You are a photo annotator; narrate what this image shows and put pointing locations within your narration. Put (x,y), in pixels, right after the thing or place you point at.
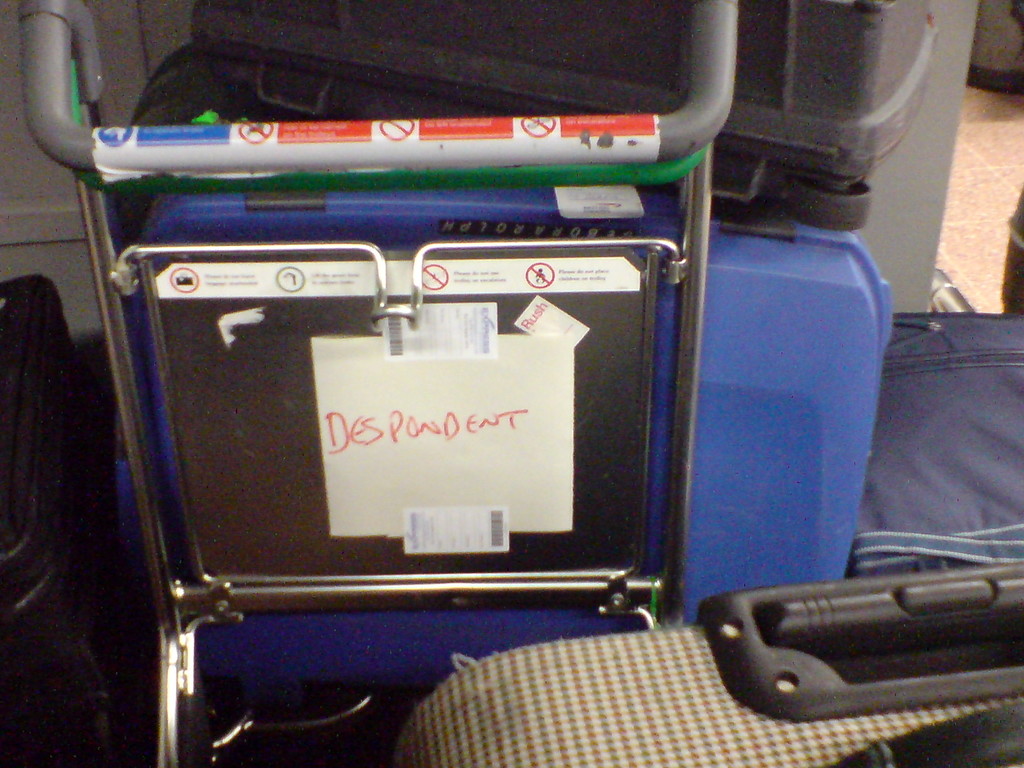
This is a cart (533,291). On this cart (530,258) there are some luggage (807,338). Also on the cart (311,300) there are some stickers (423,308) and notices (487,430) posted.
